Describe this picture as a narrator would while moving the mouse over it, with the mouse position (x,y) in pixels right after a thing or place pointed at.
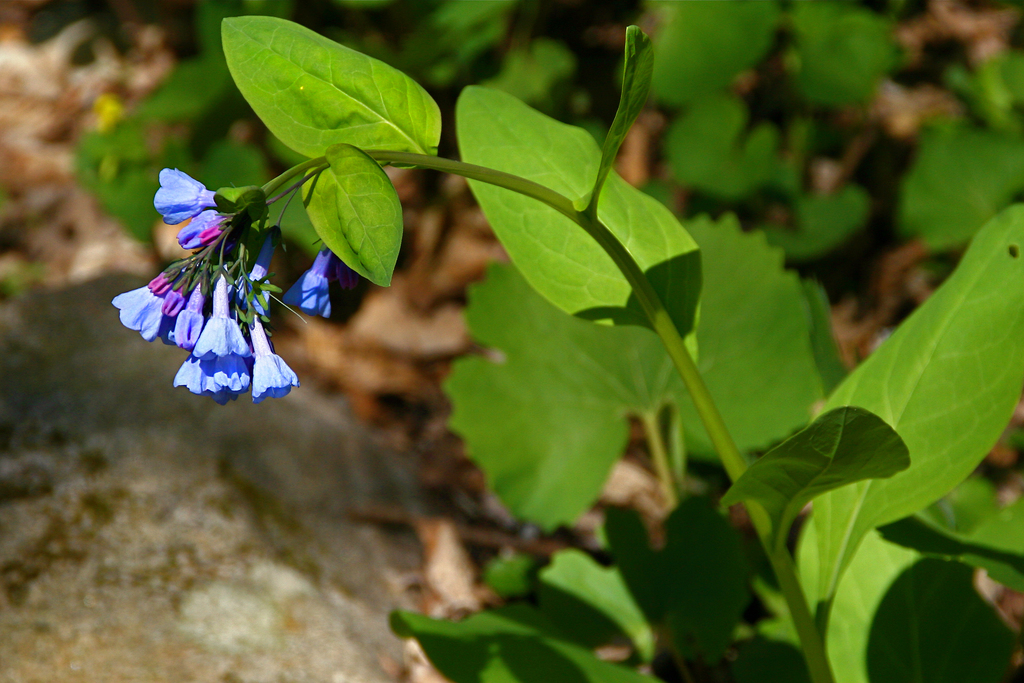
In this image there are plants (251,285), there are flowers (238,325), there is a rock (160,472) towards the bottom of the image (230,561), the background of the image (89,131) is blurred.
